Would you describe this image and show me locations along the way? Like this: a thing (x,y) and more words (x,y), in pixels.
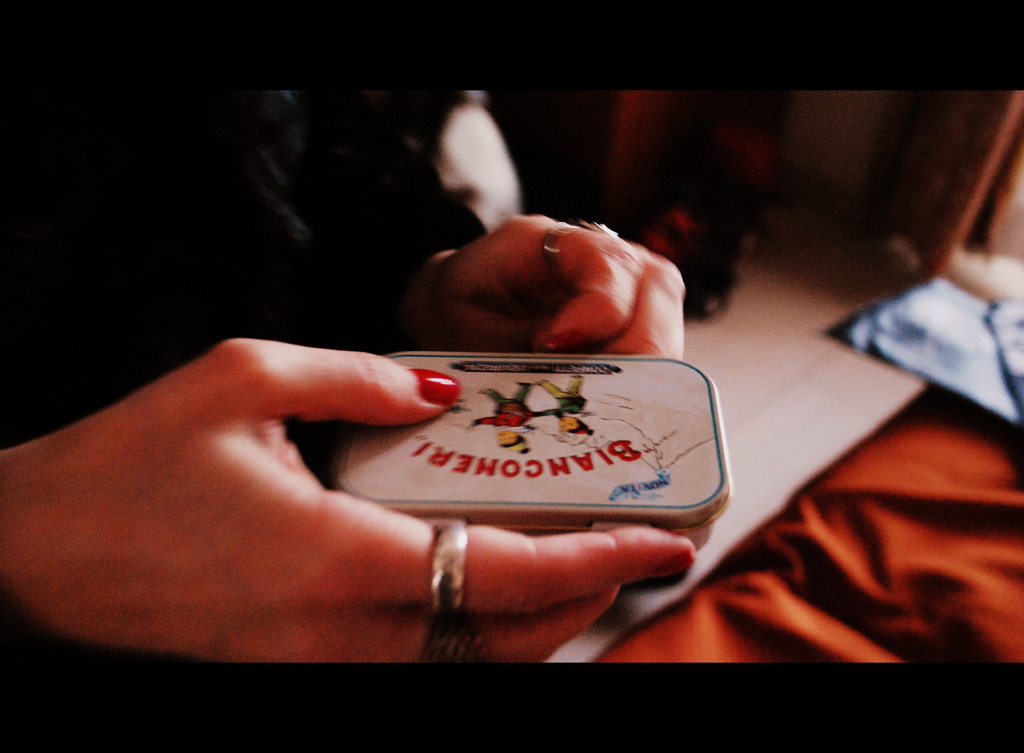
This image consists of a woman (239,469) holding a small box (622,501). At the bottom (822,646), we can see a red cloth (831,590). She is wearing a black dress (210,252).
